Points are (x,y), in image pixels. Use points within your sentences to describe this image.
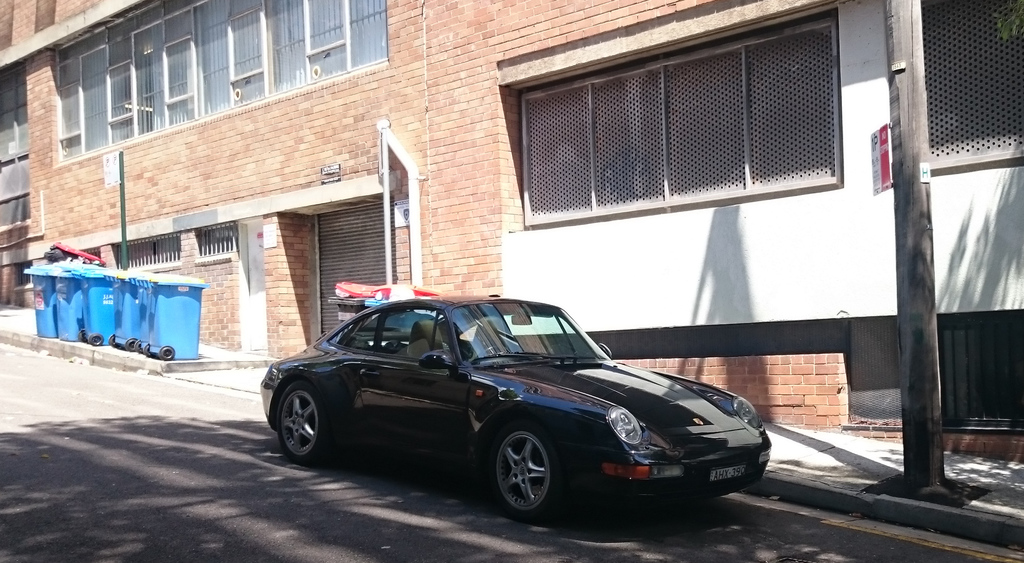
In the picture we can see a car (716,418) which is parked on the road (106,442) near the path (902,443) and building (11,234) and to the building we can see some windows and shutter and near to the building (229,224) we can also see some dustbin boxes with wheels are placed on the path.
